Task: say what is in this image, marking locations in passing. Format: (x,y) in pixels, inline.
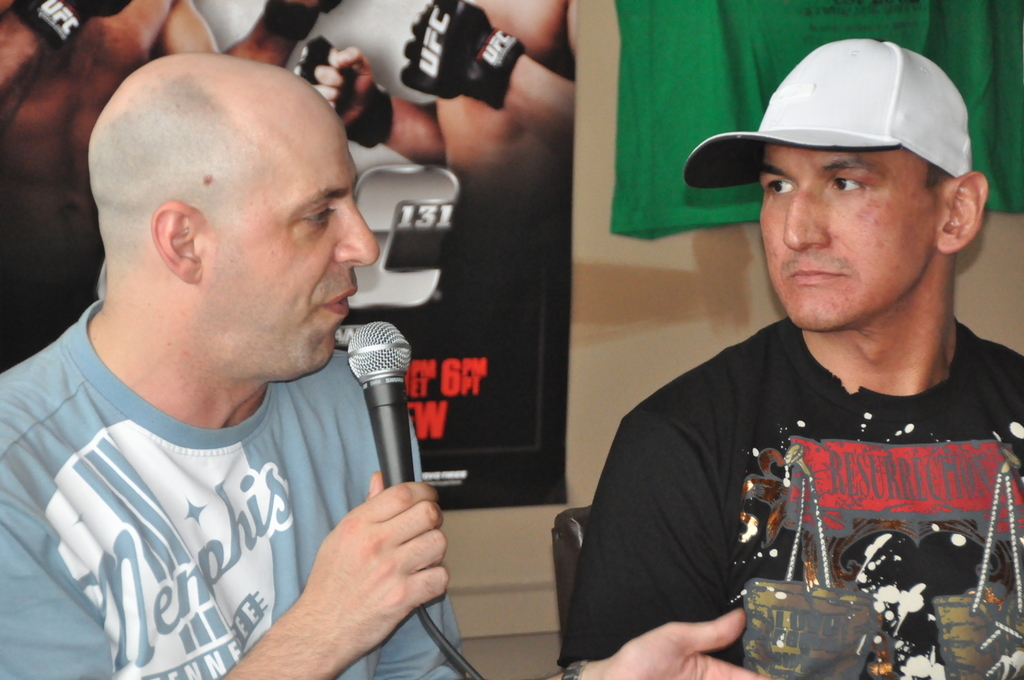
In this image we can see two persons (327,379) are sitting on the chair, and holding the micro phone (398,391) in the hand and speaking, and at back (711,293) here is the wall (719,283).
